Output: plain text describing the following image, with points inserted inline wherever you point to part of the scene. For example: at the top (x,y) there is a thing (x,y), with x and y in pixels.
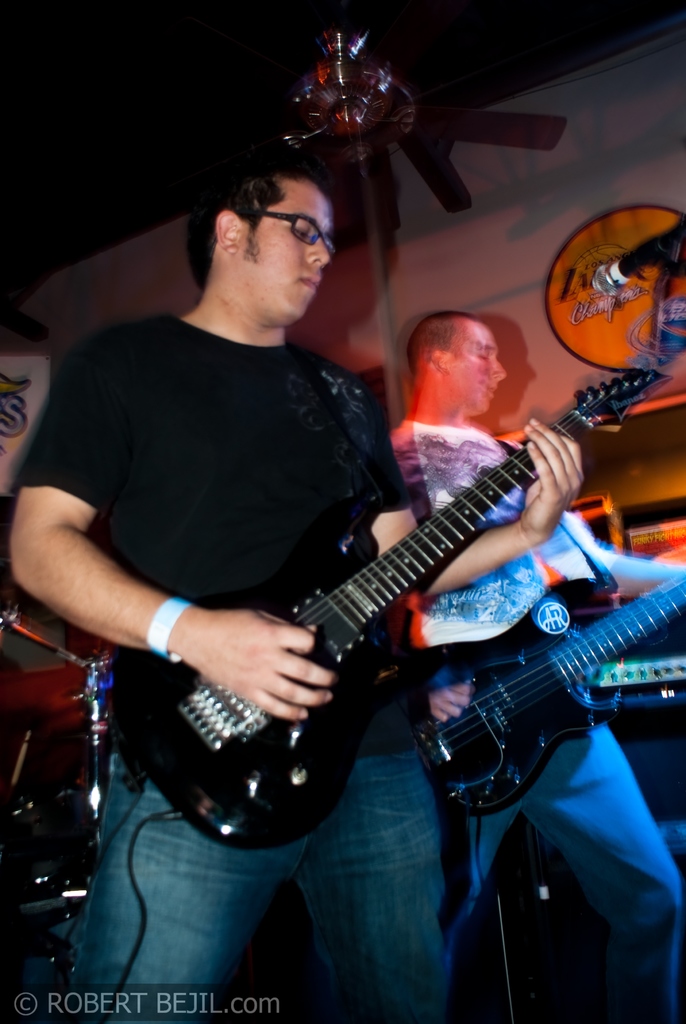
In this picture we can see two men (377,534) standing and playing guitars (416,652). He wore wrist band (163,635) and spectacles (280,212). This is a mike (655,241).
